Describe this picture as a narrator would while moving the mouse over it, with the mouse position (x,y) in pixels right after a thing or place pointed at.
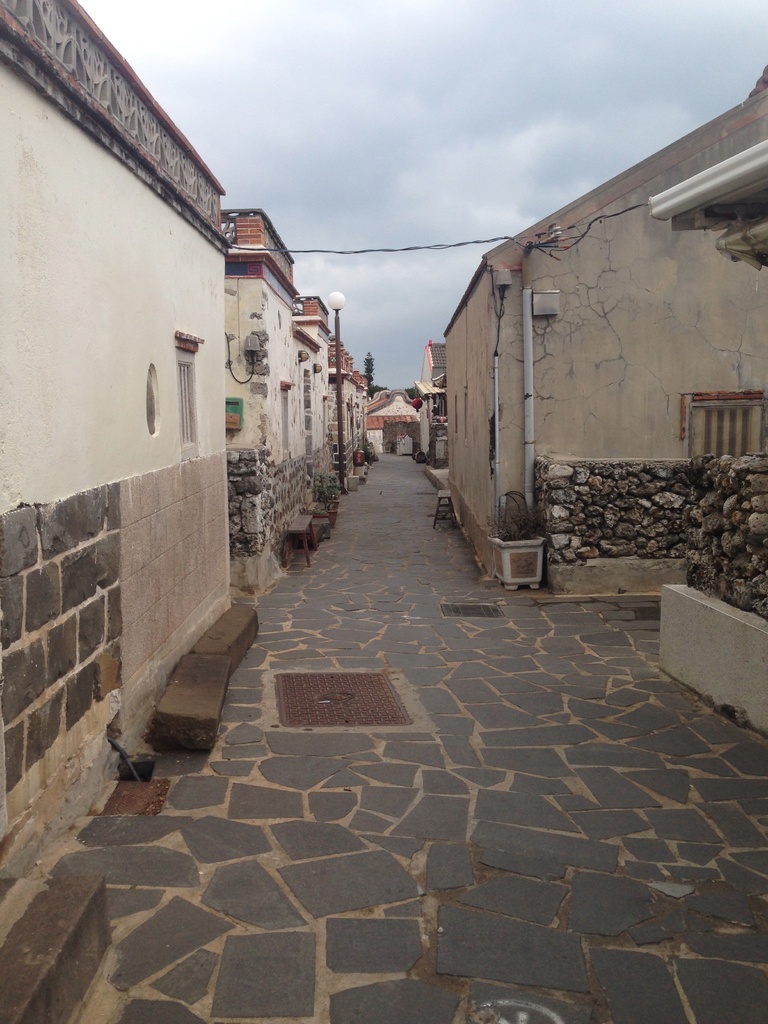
In the image we can see some houses (596,315), poles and benches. At the top of the image (519,150) we can see some clouds (93,12) in the sky (93,12).
